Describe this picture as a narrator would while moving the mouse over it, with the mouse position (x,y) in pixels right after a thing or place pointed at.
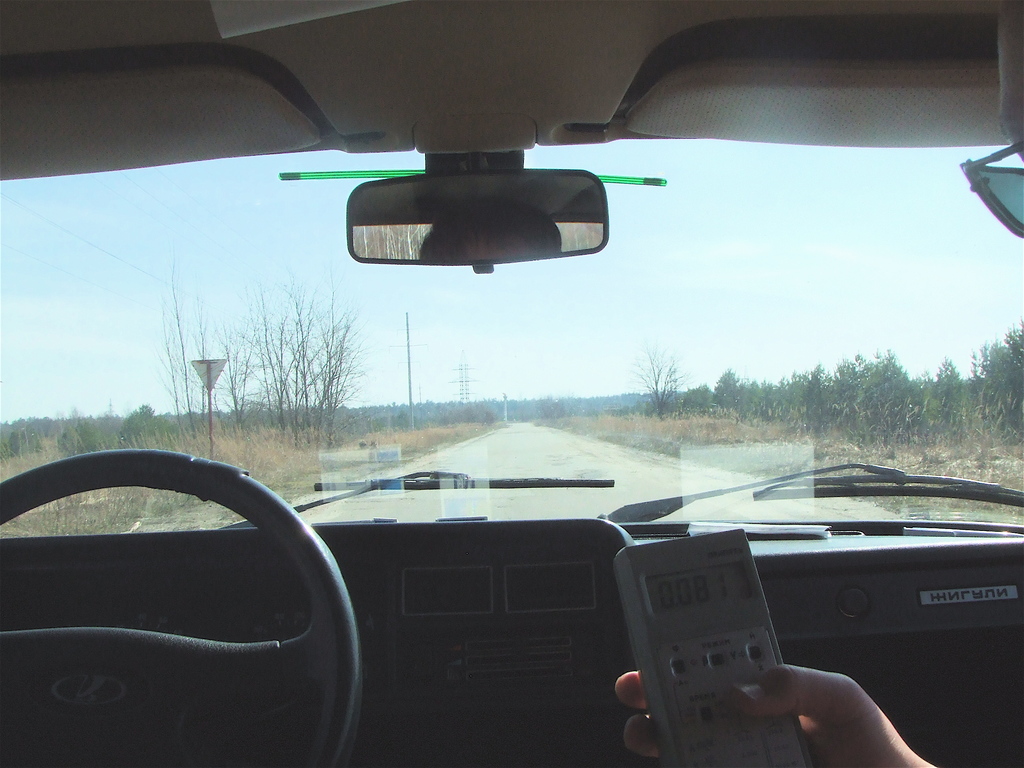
I can see this picture is taken from inside the vehicle (393,527). I can see a person (766,701) is holding a remote (721,684), the steering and the windshield (349,426) of the vehicle (166,561) through which I can see few trees (961,387), the road (506,431), a tower (463,374) and the sky (466,274).
